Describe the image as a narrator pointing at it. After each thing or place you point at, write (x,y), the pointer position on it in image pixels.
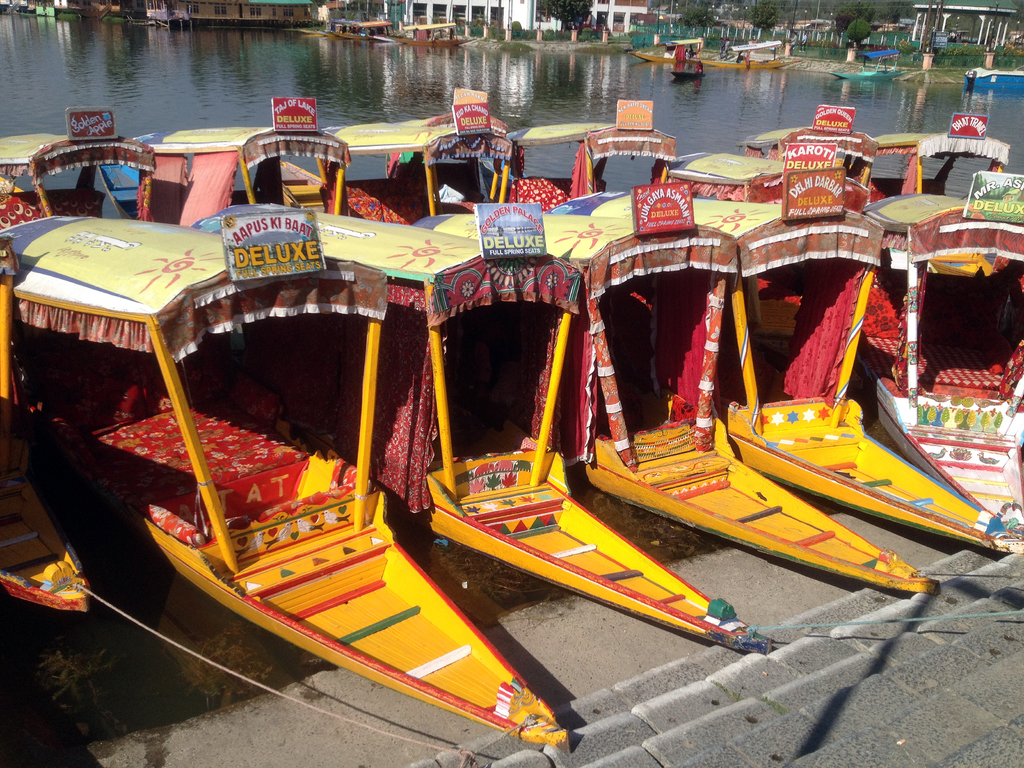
In the foreground of the image (820,664) we can see a staircase (820,664). In the center of the image (431,427) we can see group of boats (181,267) in water (1023,124) with boards (988,195) and text (1000,203) on them. In the background (871,8), we can see a group of buildings (222,14) and trees (853,31).
